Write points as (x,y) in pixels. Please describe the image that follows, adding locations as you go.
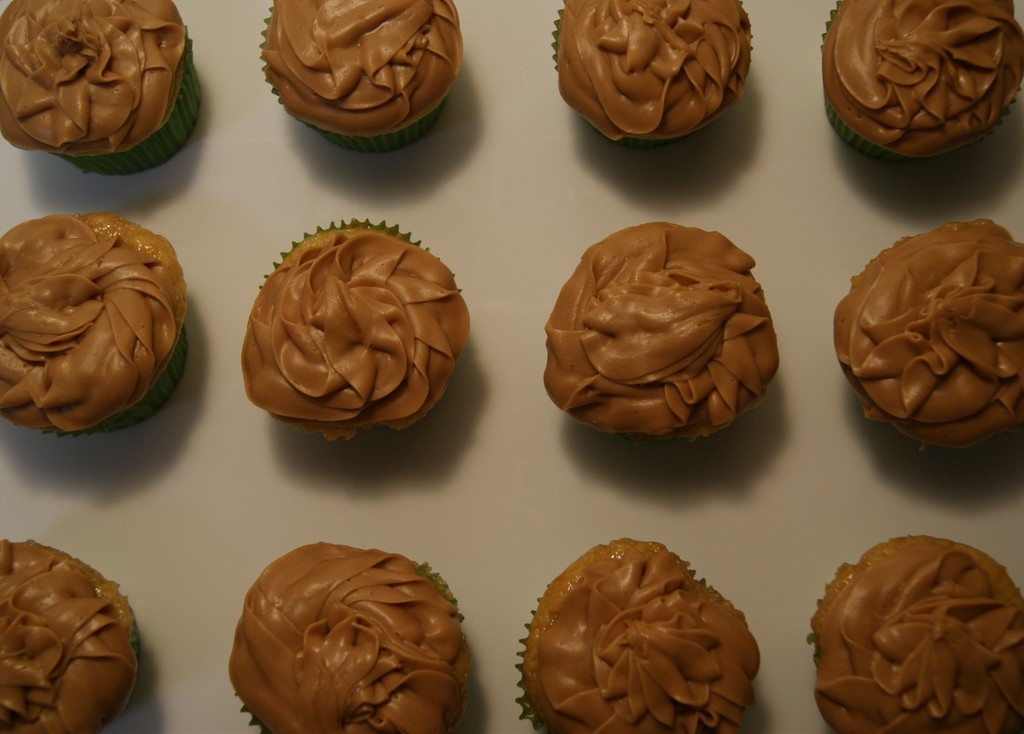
In this image we can see cupcakes (729,337) on the white surface (491,484).
